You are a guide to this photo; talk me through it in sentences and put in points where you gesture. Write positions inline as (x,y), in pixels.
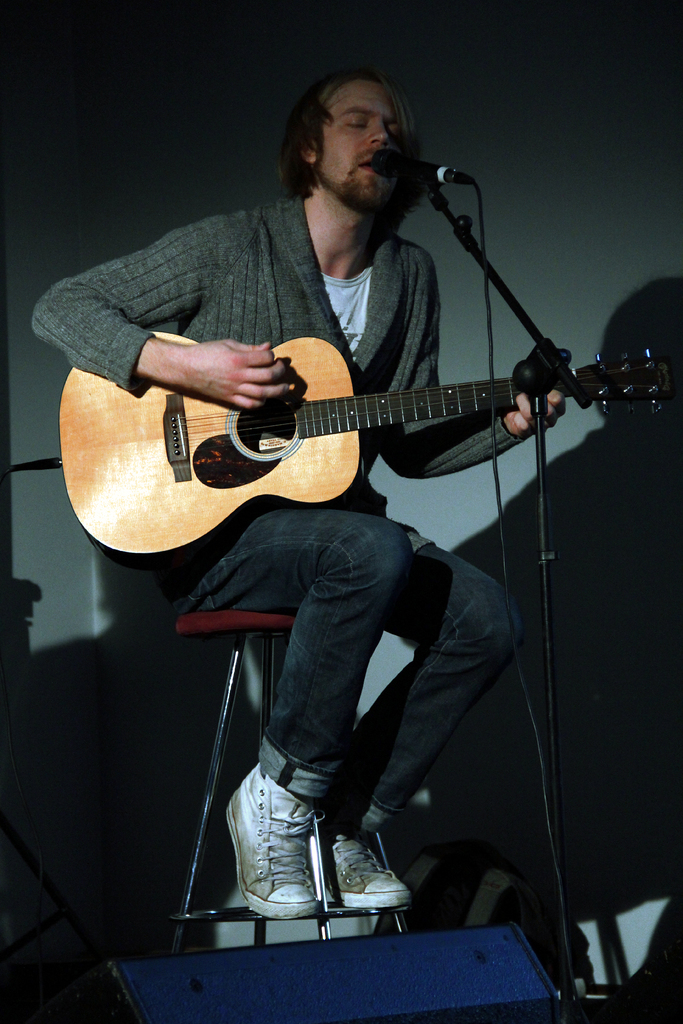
In this picture I can see a man (284,568) sitting on the stool (239,621) and holding a guitar (666,365), there is a mike (413,176) with a mike stand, and in the background (17,419) there is a wall (4,421).
